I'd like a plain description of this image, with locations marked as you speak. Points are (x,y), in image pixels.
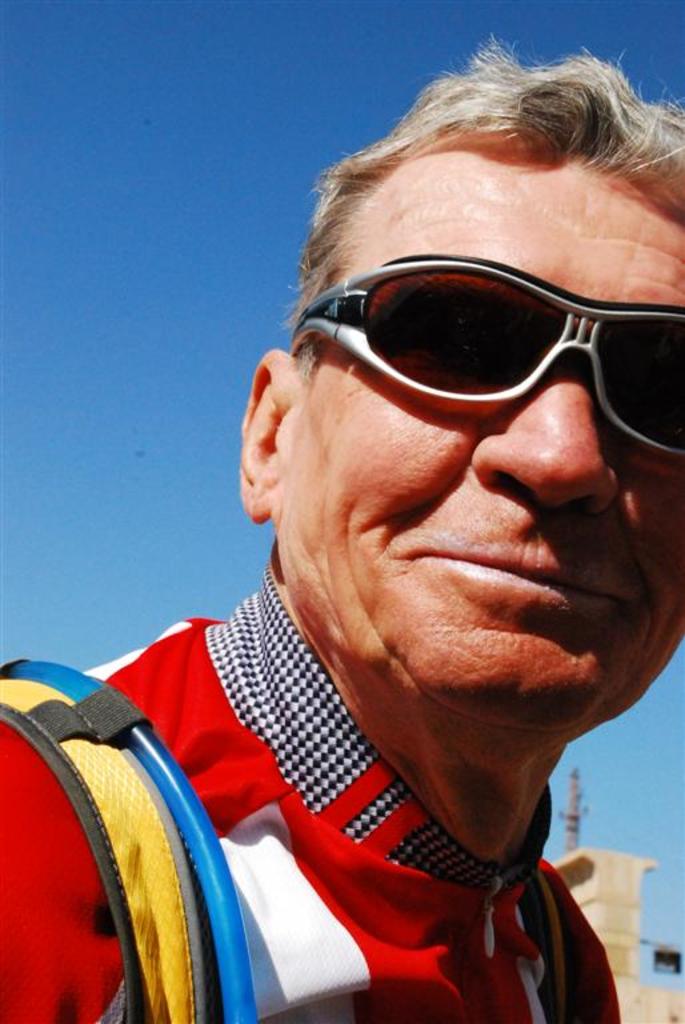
Here we can see a man (323,598) and he wore goggles (393,357) to his eyes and carrying a bag (170,893) on his shoulders (31,1017). In the background (587,892) we can see a pole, wall (611,920) and sky (173,174).
